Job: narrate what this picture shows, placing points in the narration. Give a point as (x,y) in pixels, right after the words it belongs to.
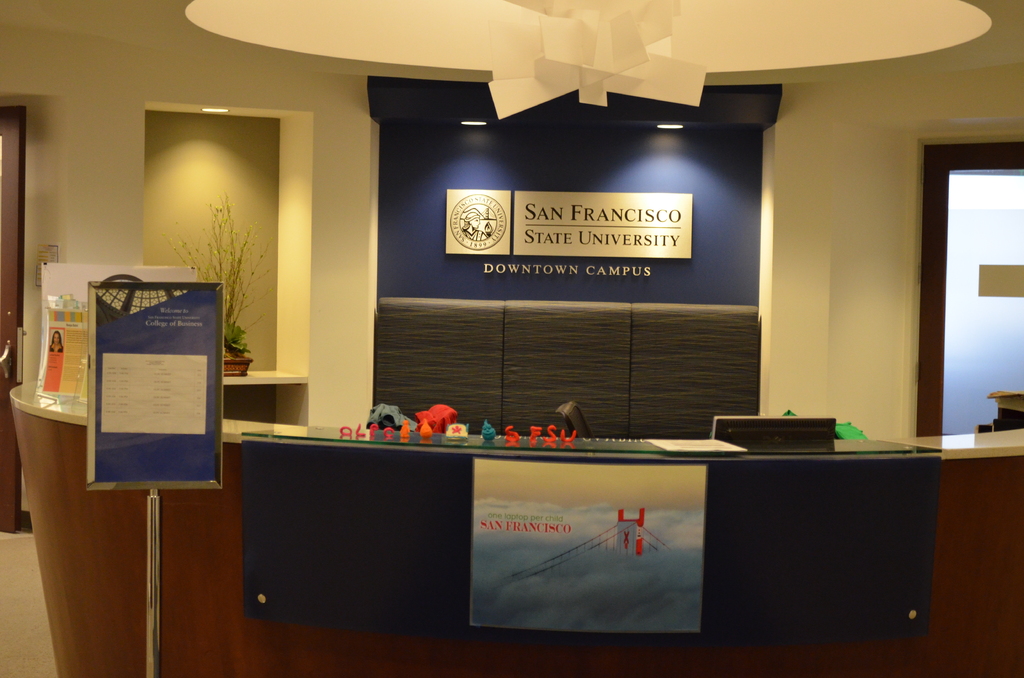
In This image there is one reception table (841,540), and on the left side (144,337) there is one pole (159,603) and board (130,413) and in the center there is some poster (575,550). In the background (511,258) there is wall (322,300), flower pot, plant (221,252) and some boards (463,223). On the boards (490,210) there is text (585,231), chair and some objects (54,345). On the right side (964,245) and left side (14,314) there are doors (2,299) and some objects (1012,416), at the bottom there is floor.
